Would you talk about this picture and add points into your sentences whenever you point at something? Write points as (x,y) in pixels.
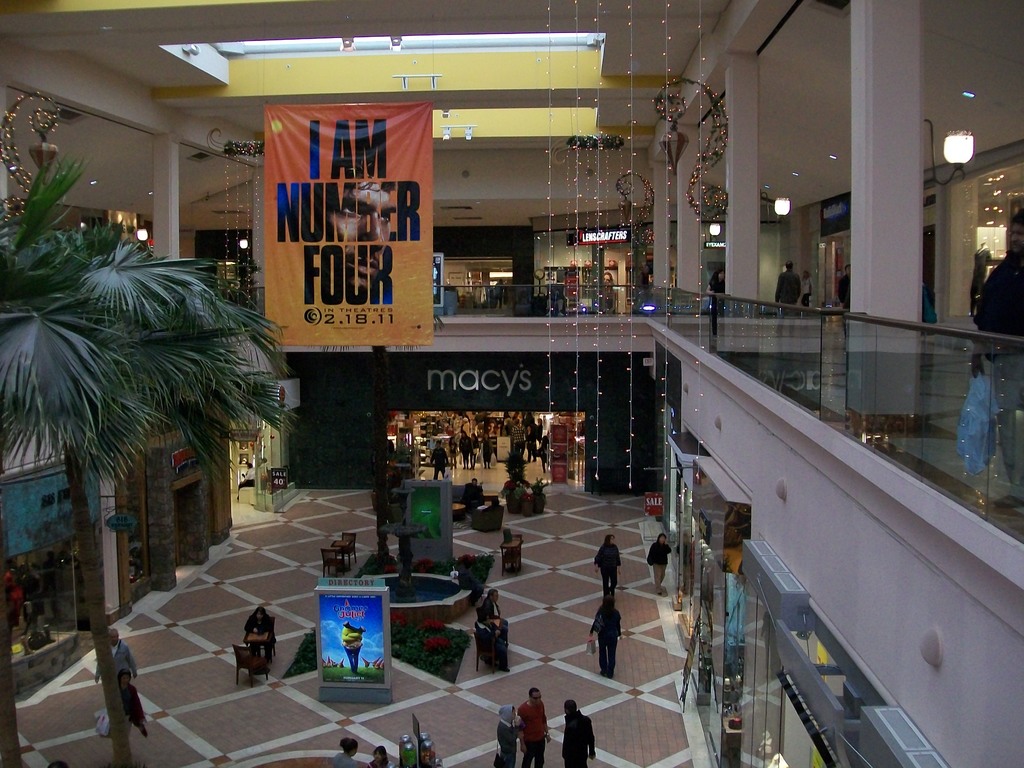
In this image I can see inside view of a building (548,475). In the centre of this image (476,456) I can see few people (341,752) are standing. On the left side (36,191) I can see a tree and on the top side of this image (239,234) I can see number of lights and on it I can see something is written. I can also see few more people (1017,220) on the right side of this image (1017,220).
